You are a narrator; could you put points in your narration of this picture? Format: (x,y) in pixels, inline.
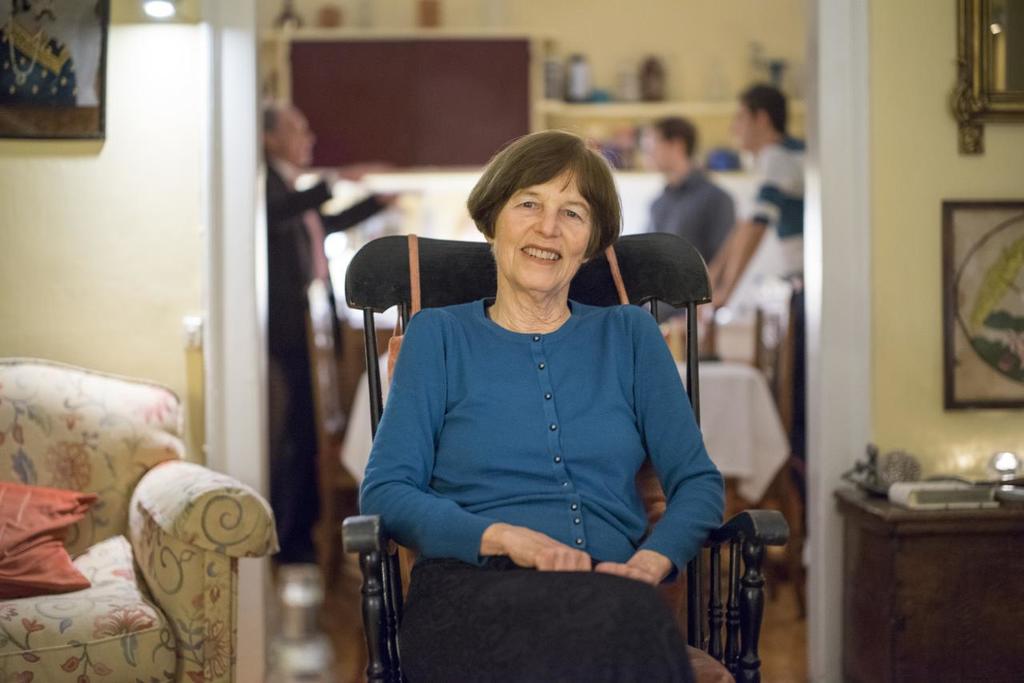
In the center (557,445) we can see one woman (537,444) she is sitting on chair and she is smiling. And on the left side (90,431) we can see the sofa (87,415). Coming to the background (276,142) we can see the photo frame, wall (176,48) and few persons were standing.
